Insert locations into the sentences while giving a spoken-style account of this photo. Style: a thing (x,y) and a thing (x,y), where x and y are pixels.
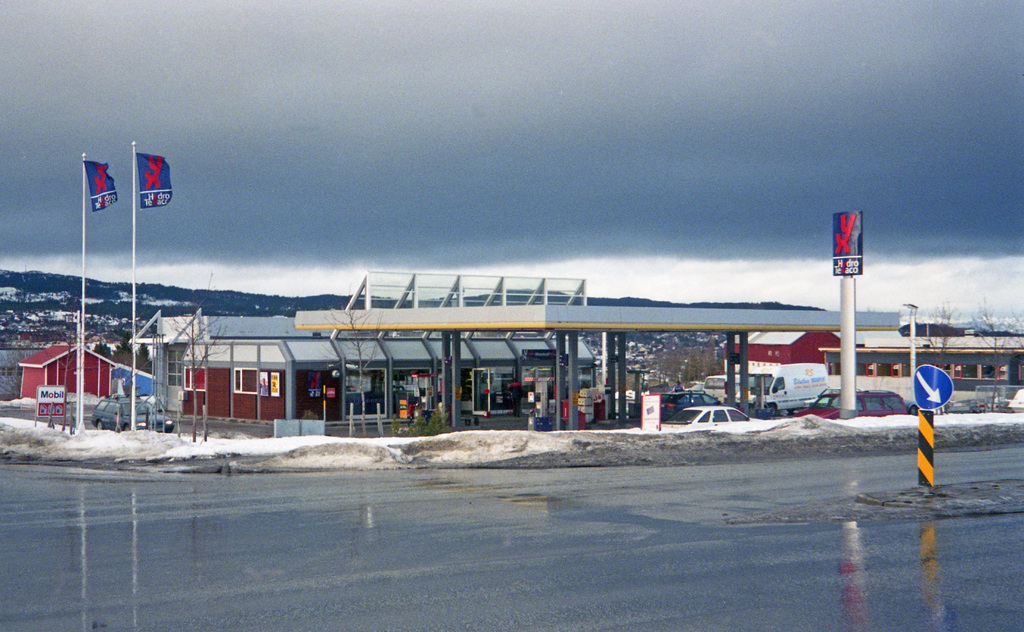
In the image there is snow (664,436) in the front (652,445) and behind there is a building (573,400) with vehicles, flags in front of it and above its sky (645,173) with clouds (429,166).
